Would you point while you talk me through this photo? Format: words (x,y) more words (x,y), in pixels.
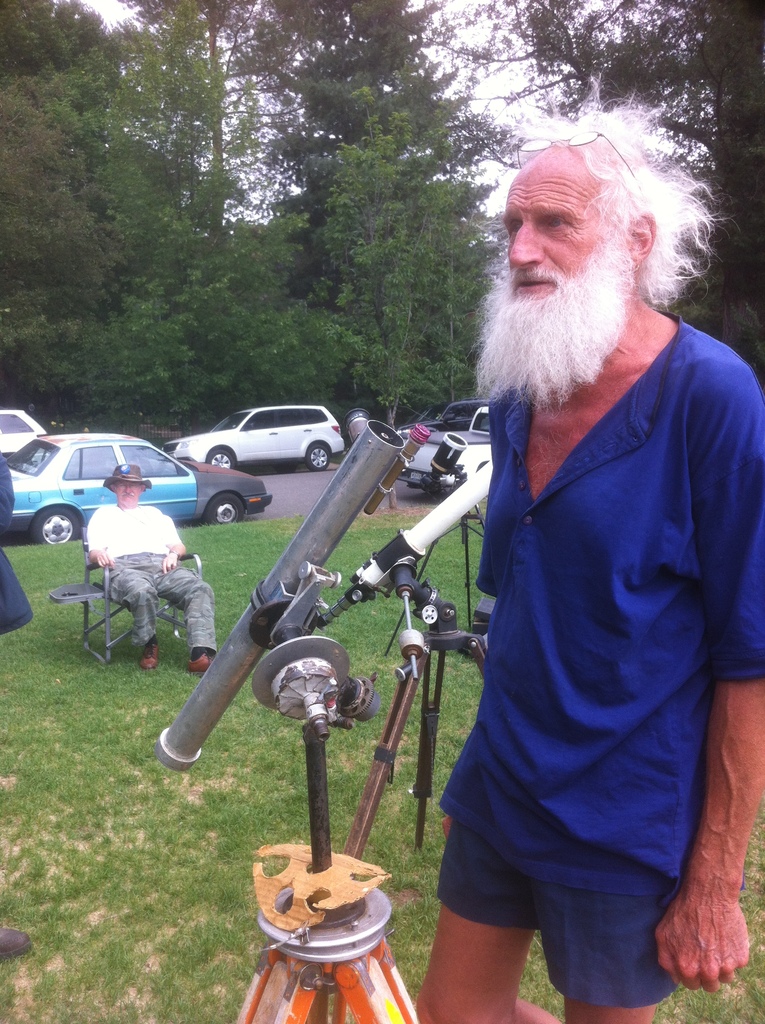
In the foreground of the picture (346,568) we can see telescopes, grass (171,634), chair (89,579), people (140,566), stands (353,975) and other objects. In the middle of the picture (433,438) there are cars (334,450), road (304,463) and trees (392,159). At the top (475,30) through the trees (264,55) we can see sky (522,41).
